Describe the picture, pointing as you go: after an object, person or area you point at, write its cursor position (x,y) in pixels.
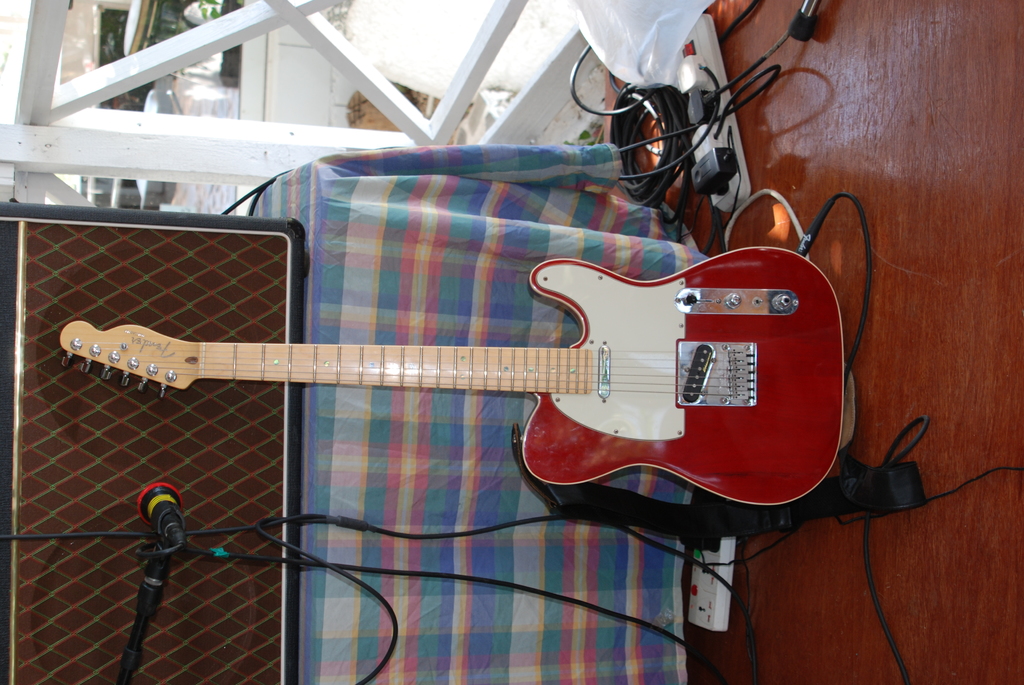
In this image there are objects (655,30) truncated towards the top of the image (330,13), there is a guitar (579,381) on the surface (909,340), there are wires (775,59), there are objects (712,80) on the surface (879,370), there is a microphone (182,533), there is a stand (158,561) truncated towards the bottom of the image (158,610), there is an object (137,283) truncated towards the left of the image (117,389), there is a cloth (458,246) truncated towards the bottom of the image (446,594), there is the wall (311,76).
